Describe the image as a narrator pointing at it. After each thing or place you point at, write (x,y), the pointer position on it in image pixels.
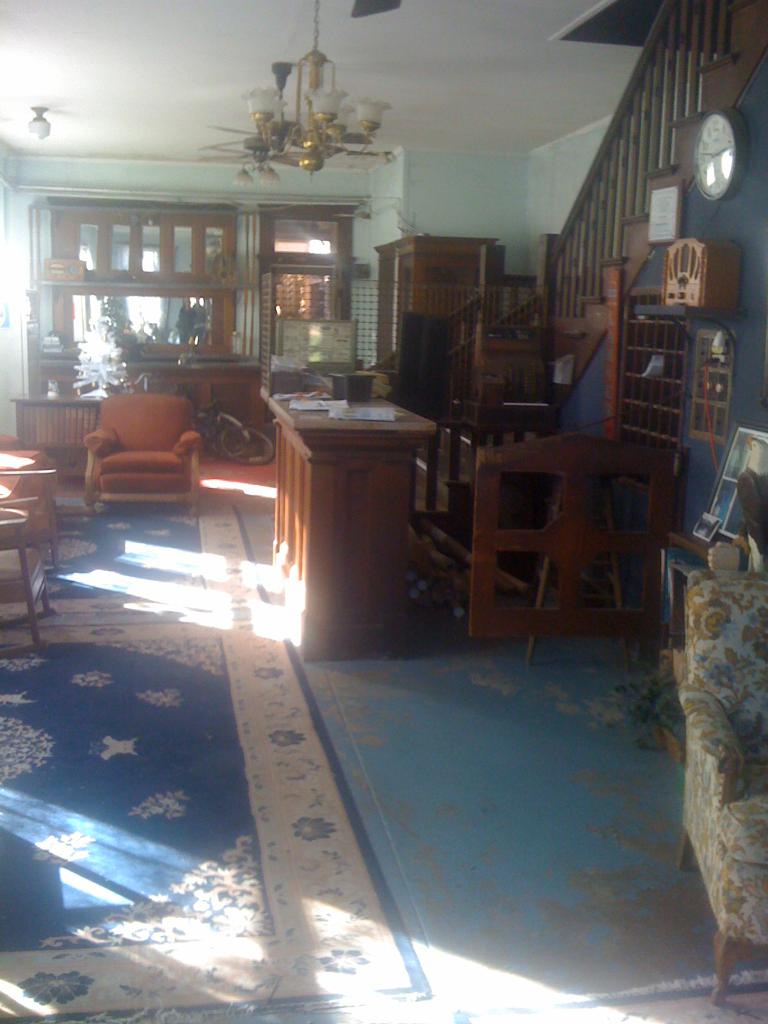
In this image I can see the inner view of the building (148,814). Inside the building (131,788) I can see the couch (92,488) and the teapoy (284,456). To the right (718,727) I can see an another couch (711,742) and the few objects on the table (299,425). I can see the board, clock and an object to the wall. I can see the railing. In the background (73,392) I can see few more objects (508,367). There is a chandelier light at the top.
